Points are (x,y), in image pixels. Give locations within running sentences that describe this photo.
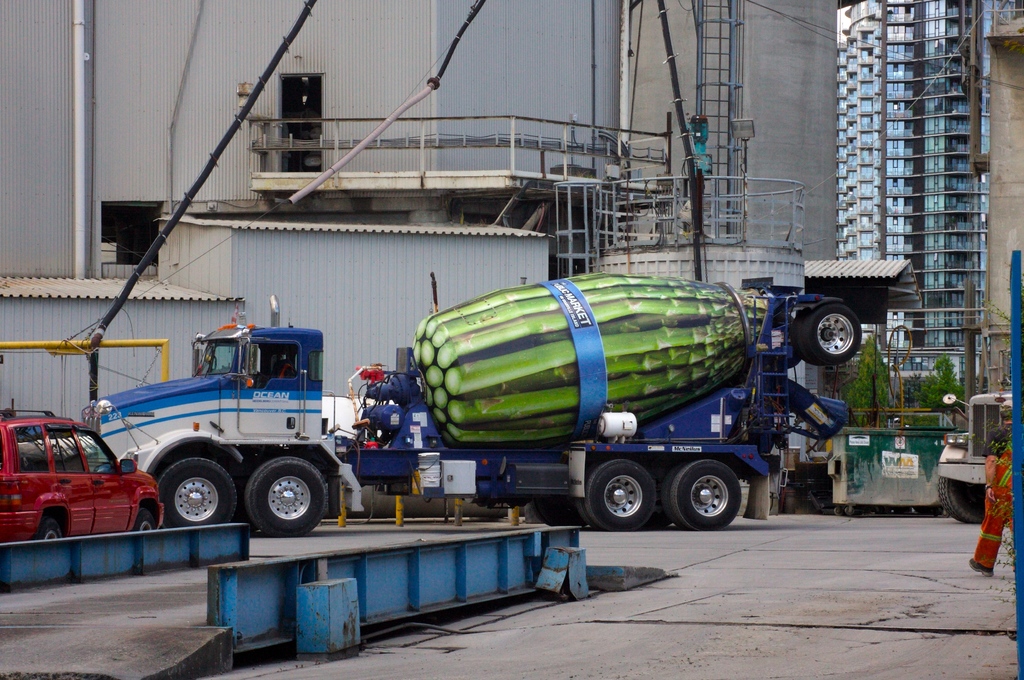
In this picture there is a truck (689,327) in the center of the image (538,451), on which there is a big drum (691,346) painted like asparagus and there is a car (24,424) on the left side of the image (0,508) and there is a truck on the right side of the image (961,411) and, there are towers (718,259) and buildings (402,198) in the background area of the image (591,97).
